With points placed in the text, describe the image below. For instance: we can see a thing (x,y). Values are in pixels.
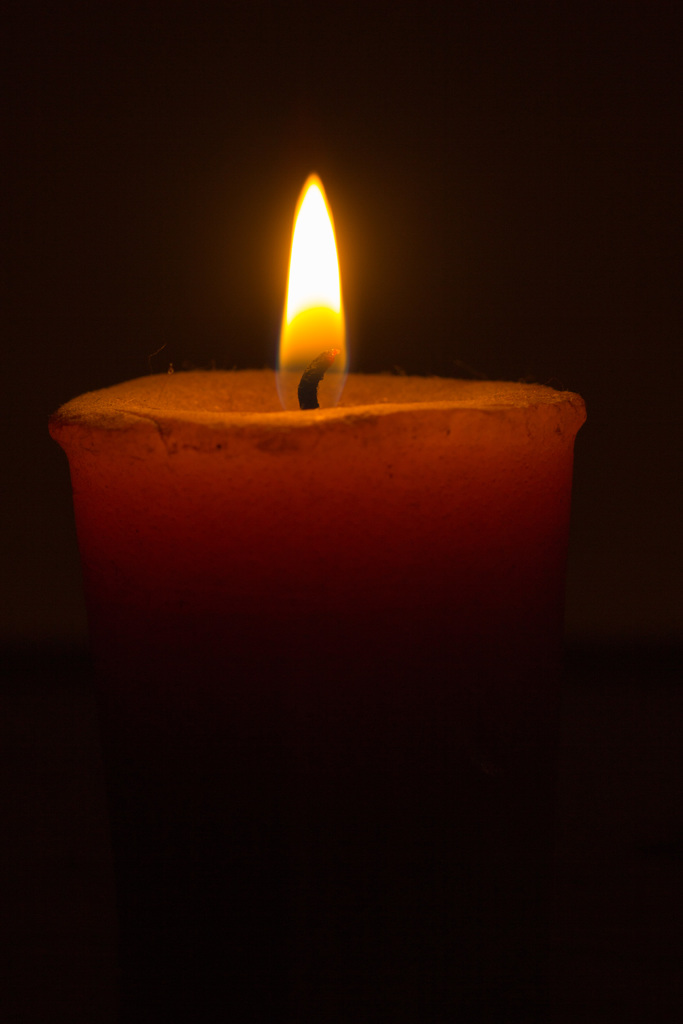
In this image I can see a candle (337,416) and I can also see this image is in dark.
